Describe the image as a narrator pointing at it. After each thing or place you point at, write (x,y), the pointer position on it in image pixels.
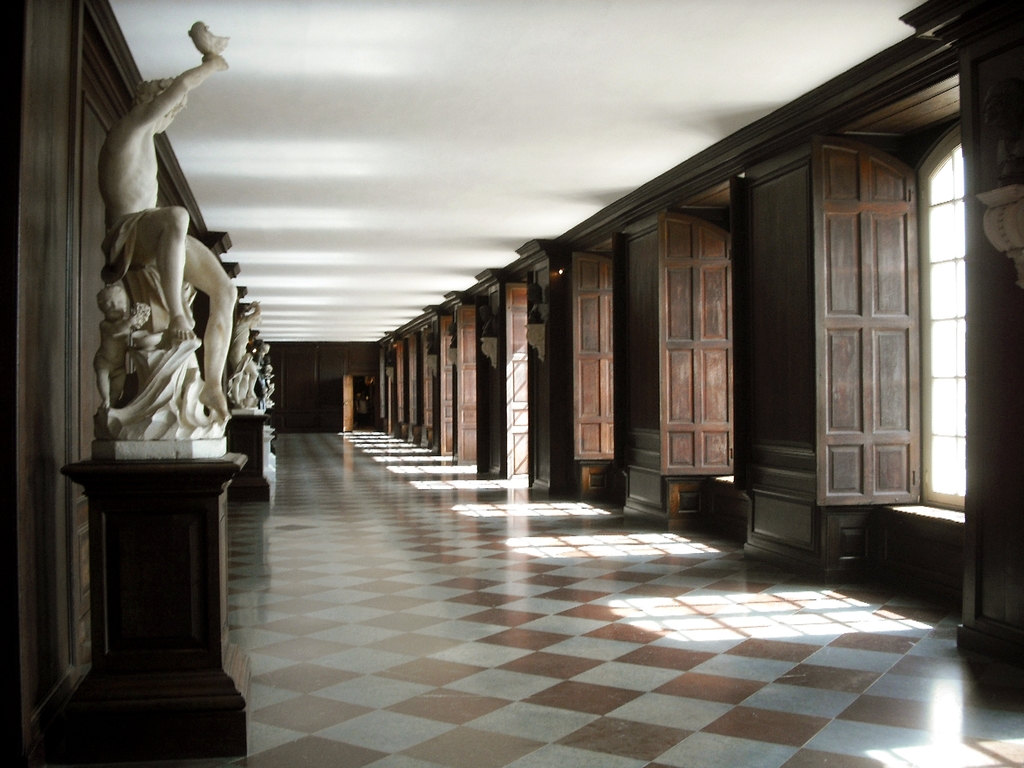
In this picture there is a hall (776,444) with many wooden windows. On the left side (196,423) there are many white marble statues (193,385).
